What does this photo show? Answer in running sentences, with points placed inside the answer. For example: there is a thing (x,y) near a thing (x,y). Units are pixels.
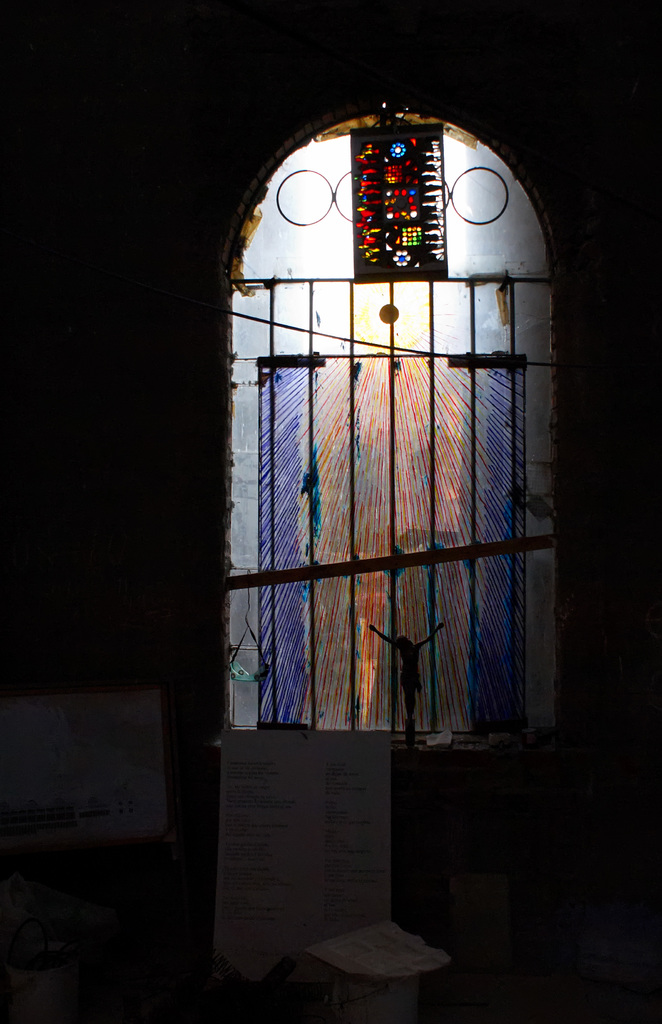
In this picture I can see a frame (88,844), board (334,773), toy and some other objects (491,888), and in the background (456,156) there is a window (456,156) with iron grilles (306,560).
